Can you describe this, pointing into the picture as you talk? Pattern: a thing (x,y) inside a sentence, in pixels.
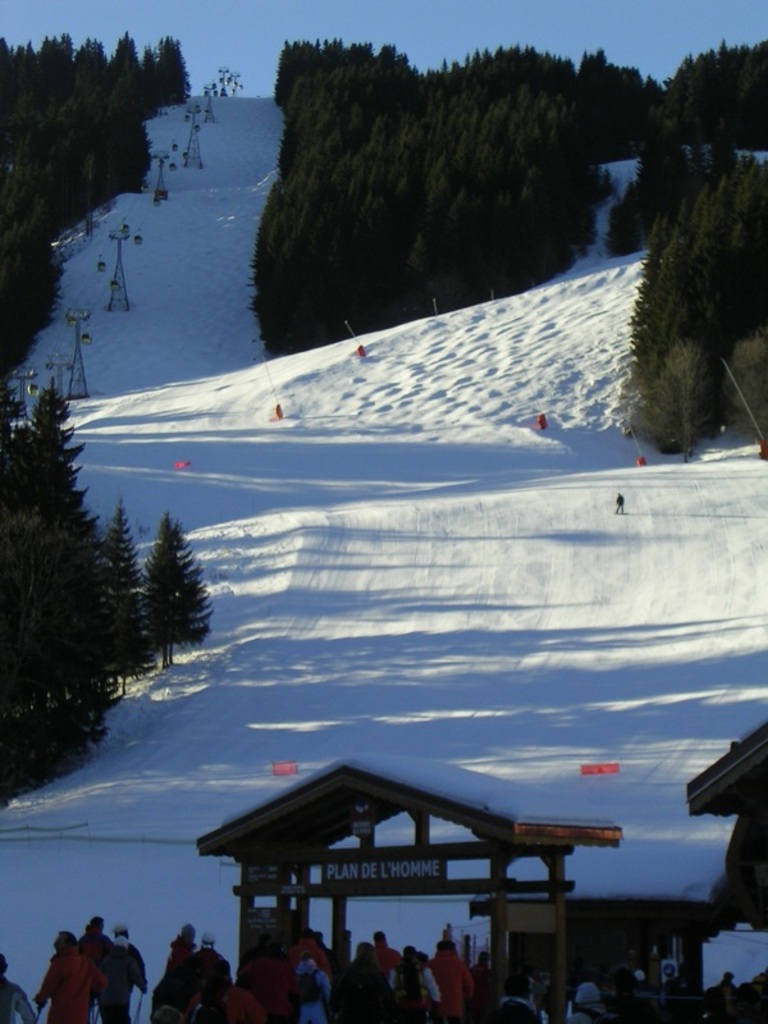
In this image we can see mountain (283,475) full of snow (398,653), trees (109,145) and towers (116,276). Bottom of the image (466,849) one entry gate (371,864) is there and people (326,990) are entering into it.
